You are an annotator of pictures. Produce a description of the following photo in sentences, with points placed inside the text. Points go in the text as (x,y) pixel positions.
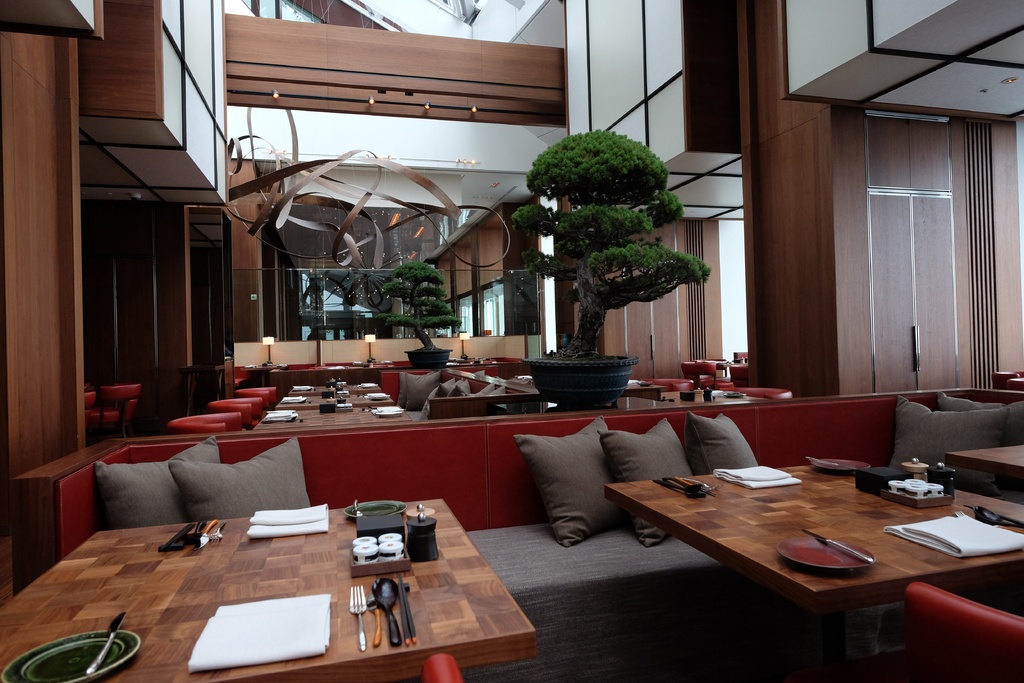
This is a picture of a restaurant (599,403) or a hotel (488,324). In the picture there are many tables (178,653), couches (795,456) and houseplants (584,299), on the table (218,587) there are plates (80,654), handkerchiefs (261,636), spoons (391,579) and small jars (383,547). On the couches (433,491) there are pillows (610,442) and many chairs (258,393). In the top (43,162) the building walls (510,121) are made of wood (416,90).
